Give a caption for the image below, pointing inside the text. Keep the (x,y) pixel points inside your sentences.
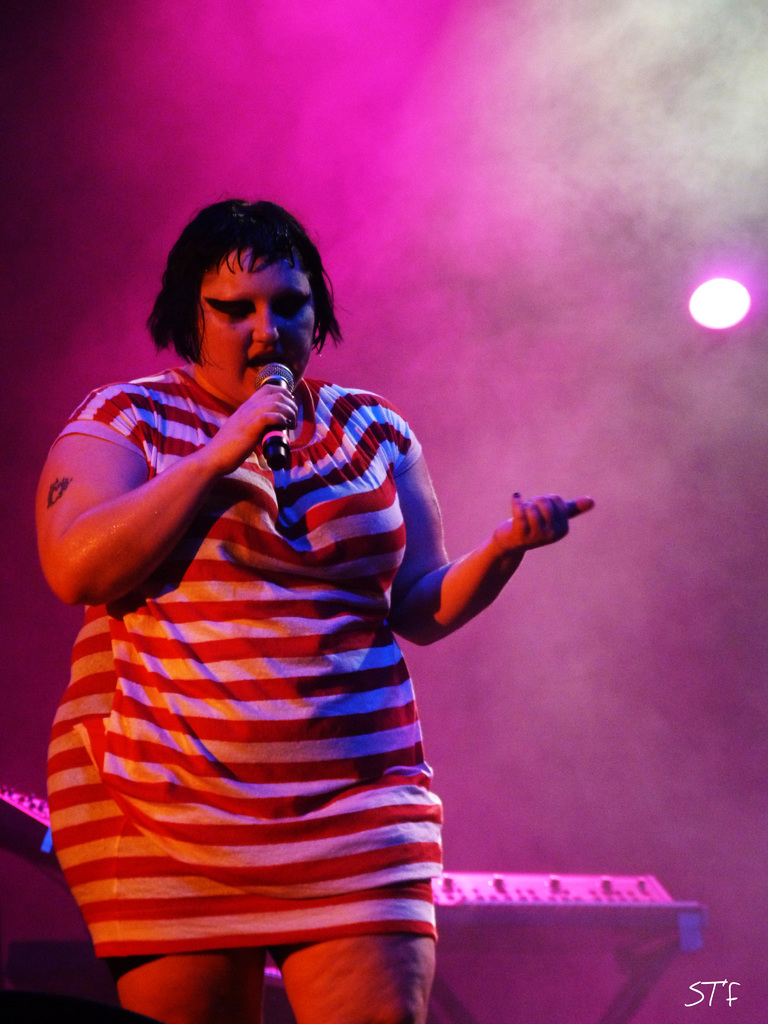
In this picture we can see a woman (373,827) standing and holding a microphone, in the background (727,312) there is a light (699,296), we can see smoke (673,218) here, at the right bottom (708,979) there is some text (716,995).
